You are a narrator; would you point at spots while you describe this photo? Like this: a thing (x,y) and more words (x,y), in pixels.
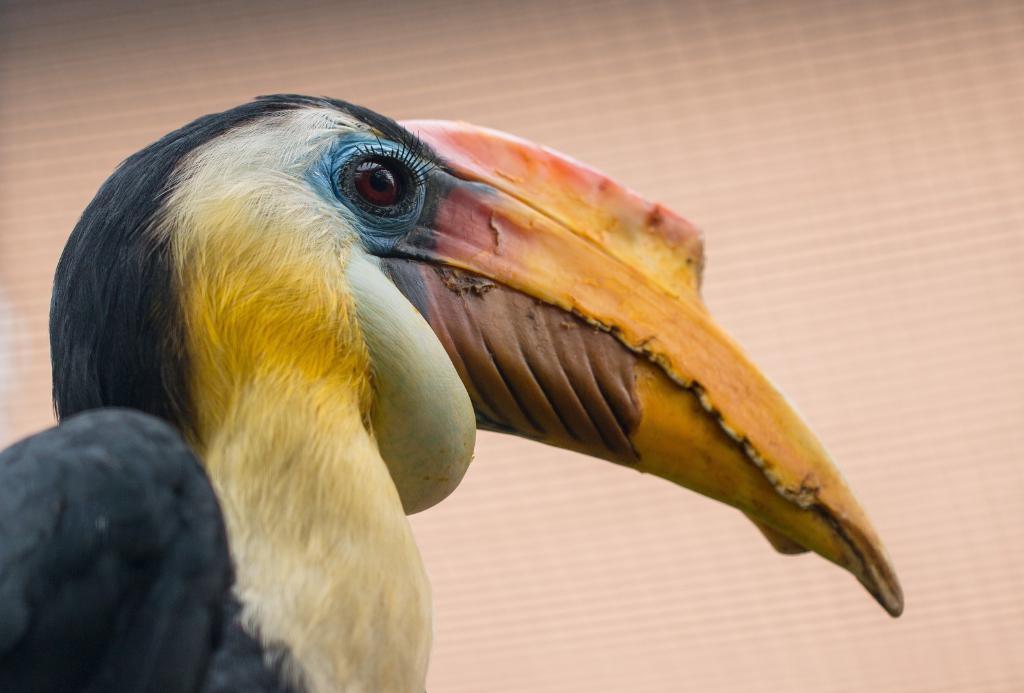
In this image I can see the bird (109,429) which is in black, yellow, brown, blue and cream color. And there is a brown background (535,619).
